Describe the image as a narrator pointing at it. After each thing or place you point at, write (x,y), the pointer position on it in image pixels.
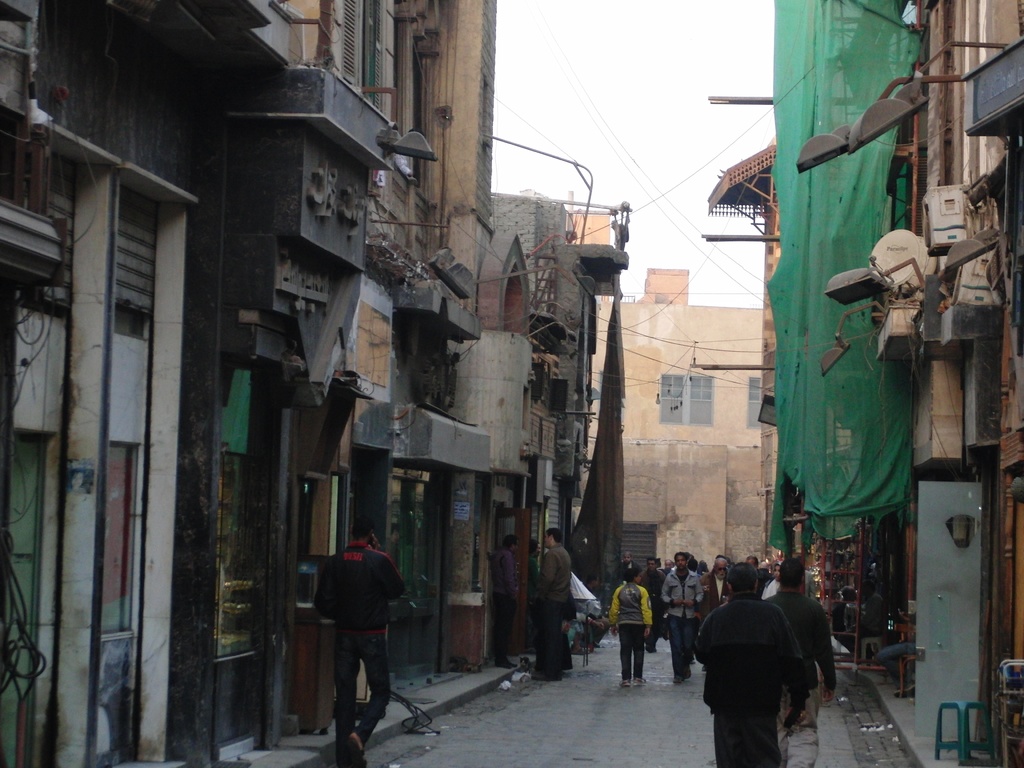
Here we can see some persons (646,593) are walking on the road (639,703). There is a chair (959,738) and these are the buildings (677,434). In the background (638,434) there is a wall (665,468) and this is window (690,397). And this is sky (606,94).
